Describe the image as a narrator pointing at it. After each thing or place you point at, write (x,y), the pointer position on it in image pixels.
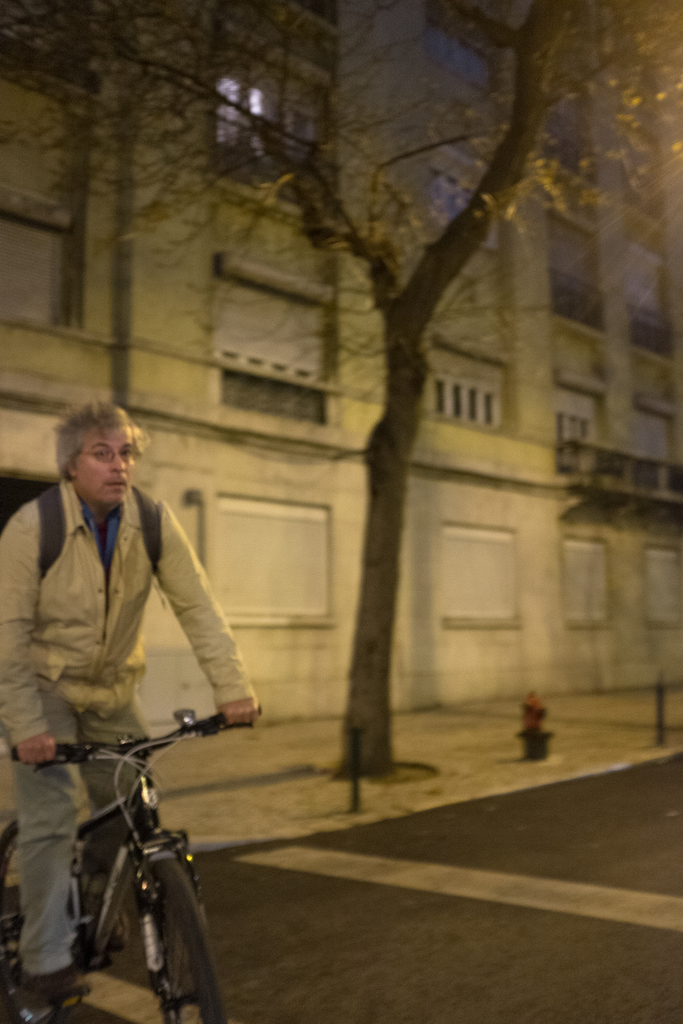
In the left bottom (203,942), a person (196,579) is riding a bicycle (114,804). In the background (287,624) a building (515,379) is visible of white in color. In the middle (391,444) a tree (422,336) is visible. This image is taken during night time on the road (459,902).
